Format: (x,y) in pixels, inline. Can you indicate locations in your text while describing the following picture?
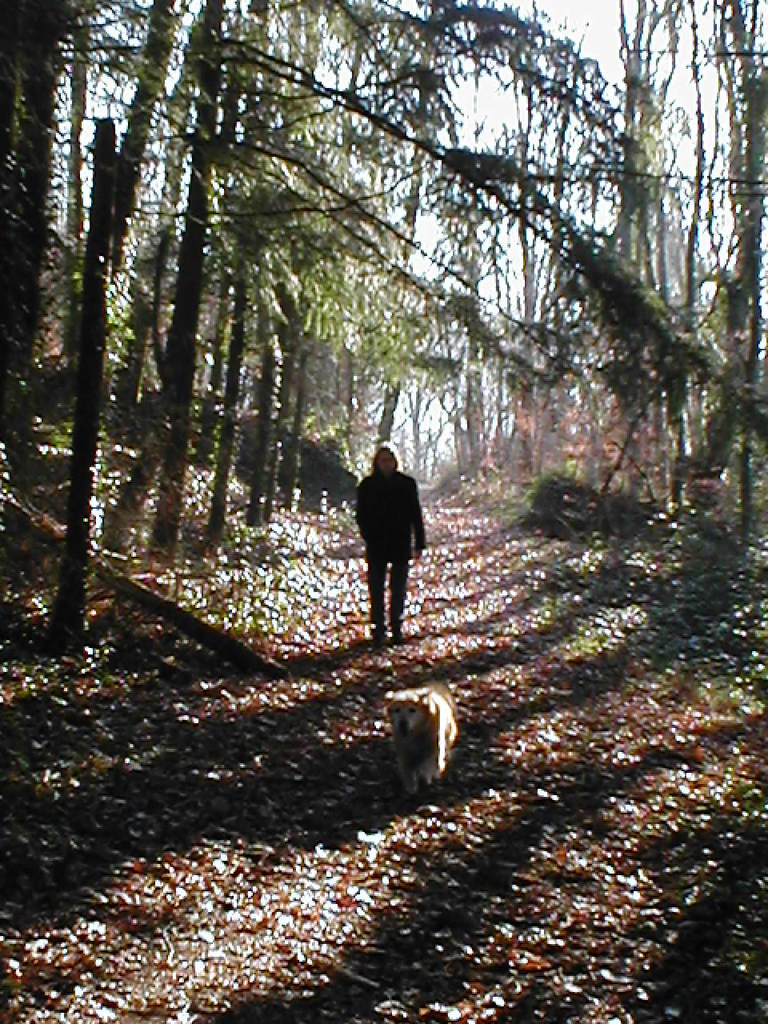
This image is taken outdoors. At the bottom of the image (315,869) there is a ground (389,793). There are many dry leaves (269,692) on the ground (620,768). In the background (193,198) there are many trees (243,239) with leaves (375,305), stems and branches (569,57). At the top of the image (595,27) there is the sky (558,36). In the middle of the image (388,556) a person (380,587) and a dog (396,701) are walking on the ground (411,582).
